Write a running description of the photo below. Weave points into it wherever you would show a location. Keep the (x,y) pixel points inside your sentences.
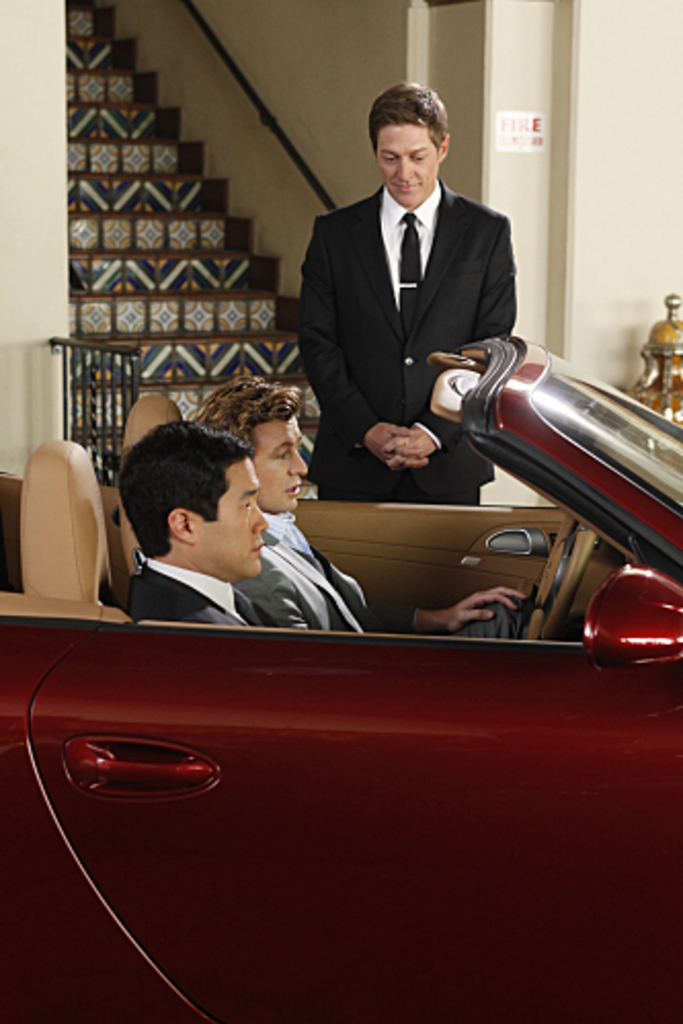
In the image we can see three person (360,485), two of them are sitting in car (325,545) and one is standing out side. This is a building (569,15) and stairs (127,191).
